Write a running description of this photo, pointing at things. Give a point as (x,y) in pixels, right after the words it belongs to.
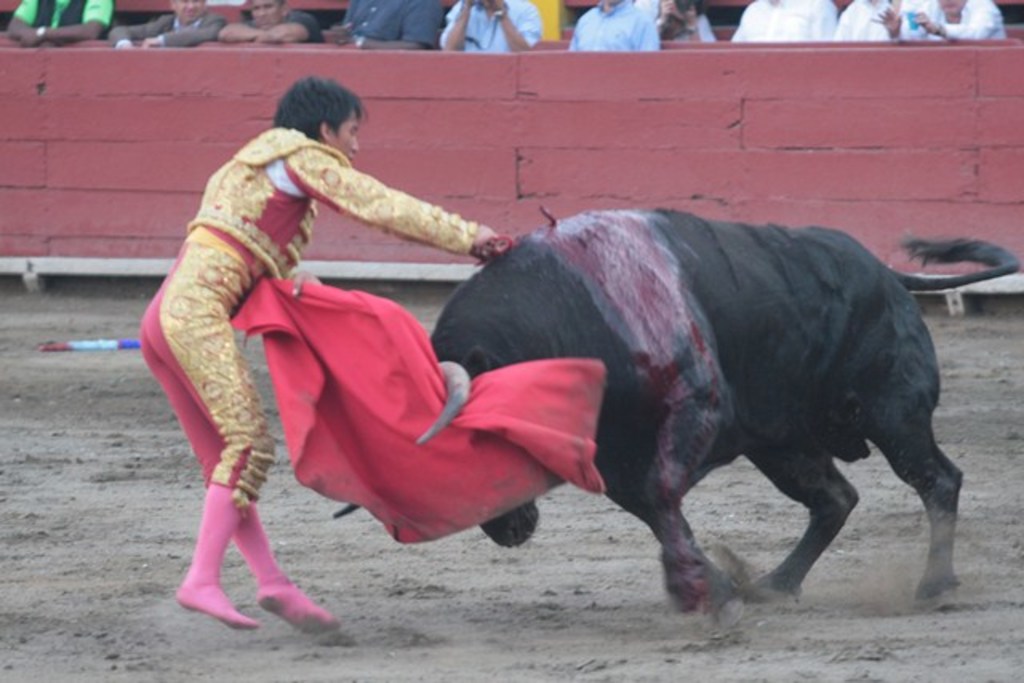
In this picture we can see a man (236,468) is holding a red cloth (347,471) and in front of the person (248,479) there is a bull (522,527). Behind the bull (500,261) there's a wall (408,117) and some people (430,31) are standing.
